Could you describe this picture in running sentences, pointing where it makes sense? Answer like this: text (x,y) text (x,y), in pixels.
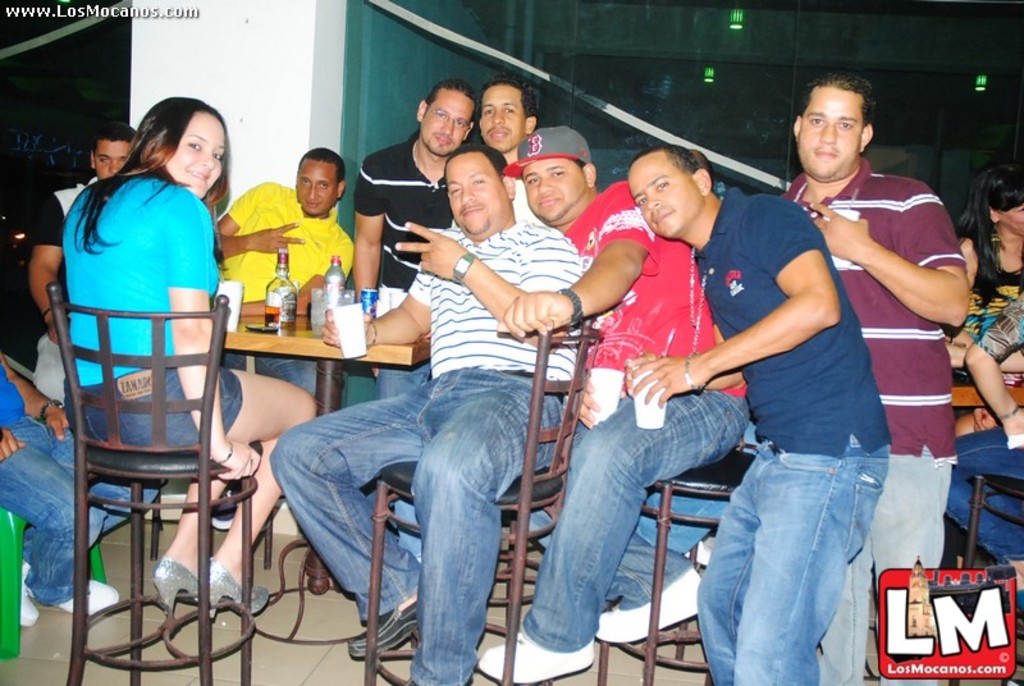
In the center of the image (360,443) we can see people (409,326) sitting and there is a table (336,387). We can see bottles (295,316) placed on the table (298,330). On the right (933,501) there is a man (911,486) standing. In the background (966,116) there are people (996,198), lights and a wall (462,71).
